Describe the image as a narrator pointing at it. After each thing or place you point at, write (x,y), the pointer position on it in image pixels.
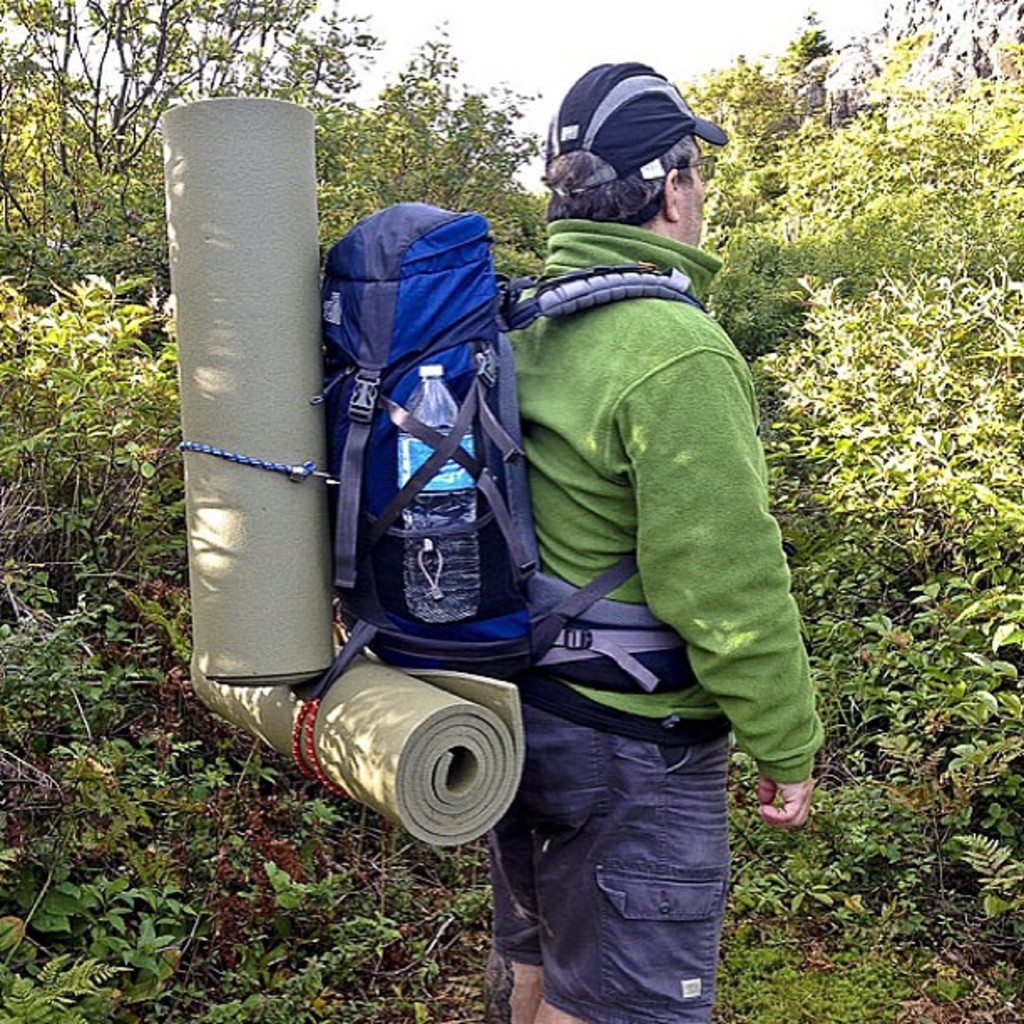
In this picture we can see man (630,336) wore green color jacket (596,403), cap (567,153) carrying bag (380,289), bottle (430,389), sheets (297,673) at his back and in background (207,46) we can see trees (96,133).
